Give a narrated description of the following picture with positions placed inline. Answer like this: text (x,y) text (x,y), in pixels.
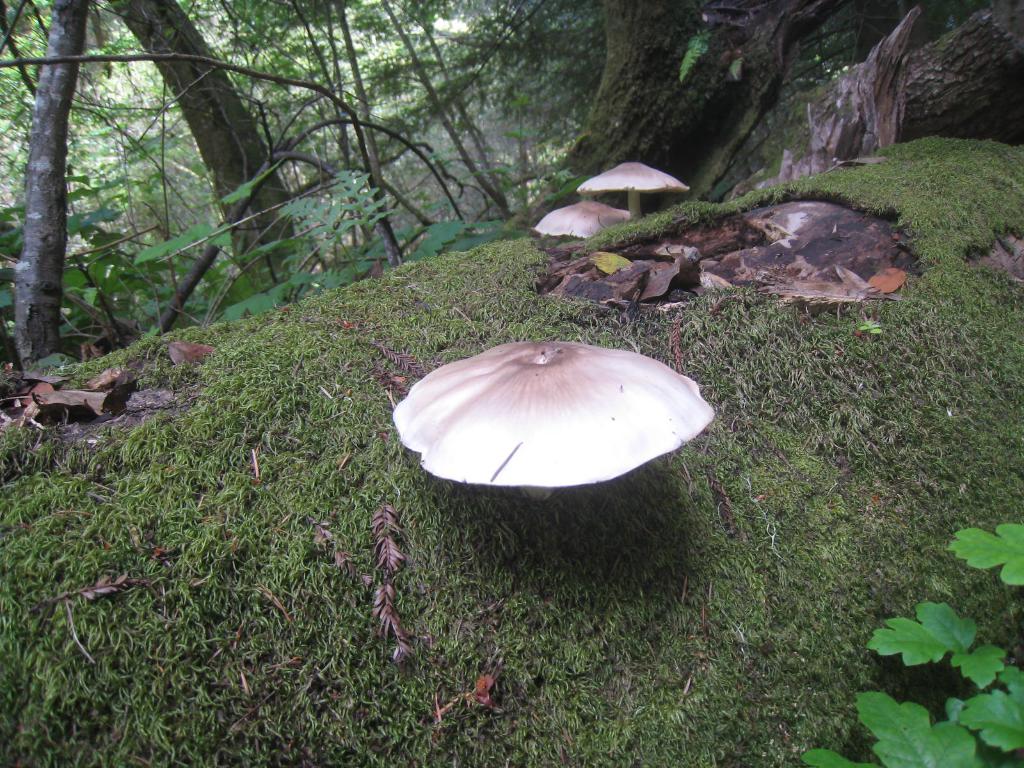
In this picture I can see mushrooms (662,393) on the tree trunk (423,321), and in the background (695,133) there are trees (452,102).
